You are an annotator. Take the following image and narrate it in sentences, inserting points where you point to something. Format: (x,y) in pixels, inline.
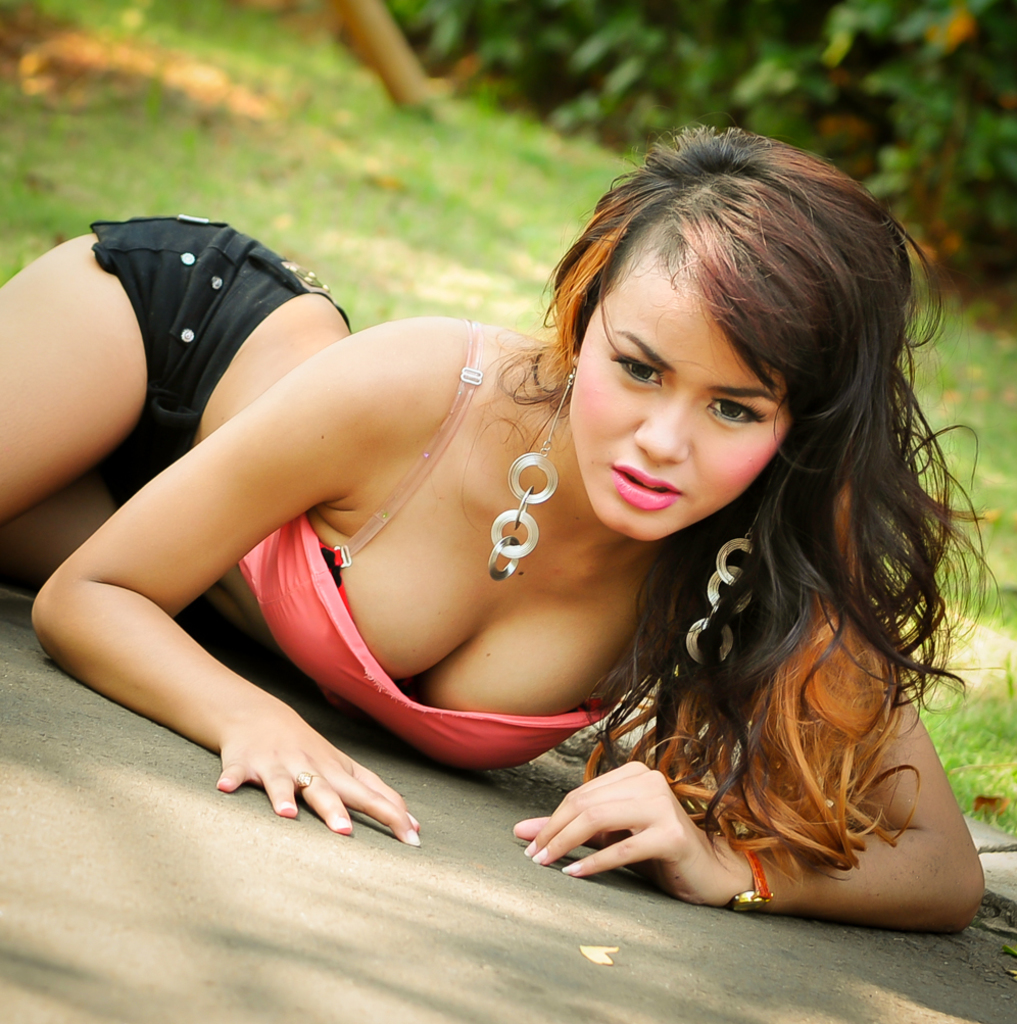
This picture shows about a girl (329,659) wearing pink color top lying in the road side (368,863). Behind we can see green lawn (324,122) and plants (673,76).
